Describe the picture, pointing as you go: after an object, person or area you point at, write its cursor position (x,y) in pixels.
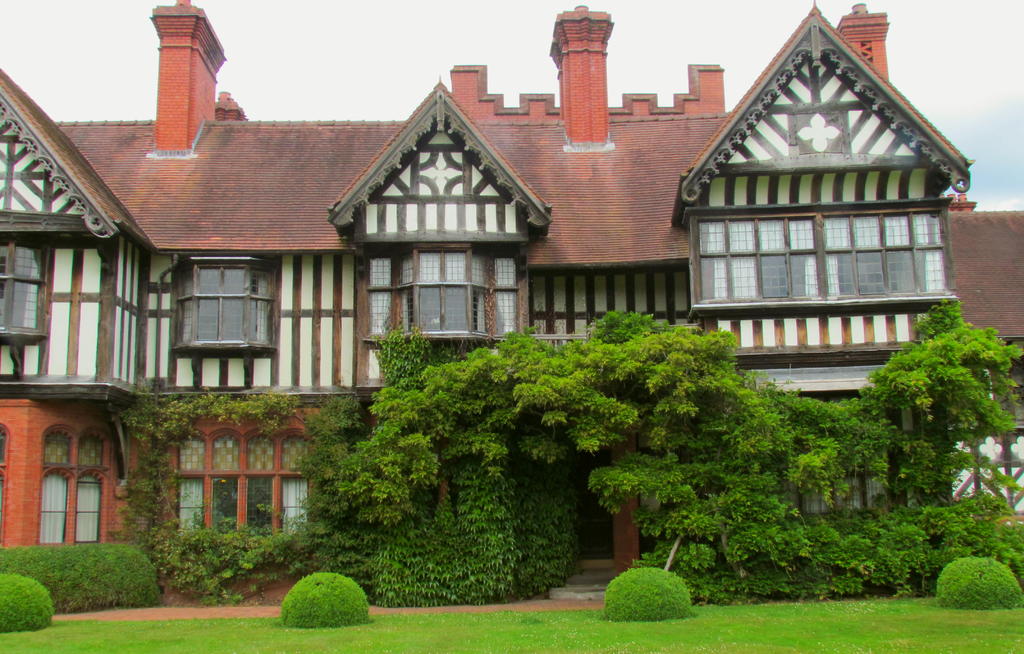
In this image I can see few trees (355,485), few plants (551,469) and some grass (494,634). I can see a building (416,251) which is brown and orange in color and in the background (368,4) I can see the sky (369,77).
